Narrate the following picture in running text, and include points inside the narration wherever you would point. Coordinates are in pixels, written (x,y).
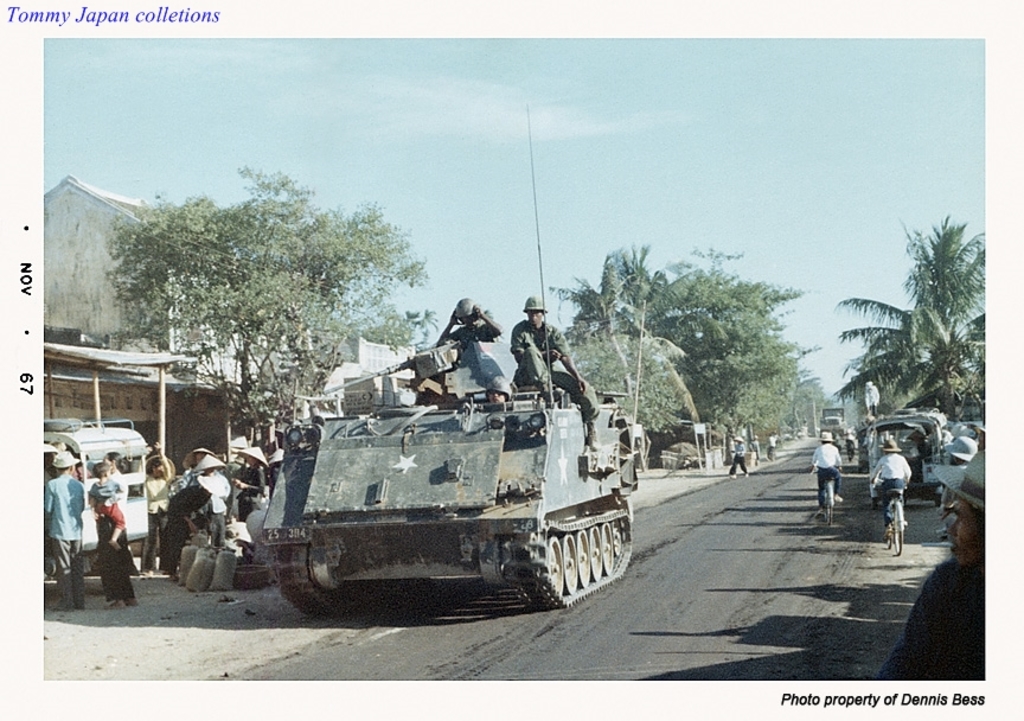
In this image there is a picture (633,601). In the picture (649,610) there is a road (697,569). There are vehicles (840,413) moving on the road (708,510). In the foreground (500,543) there is an armored vehicle (463,573) on the road (466,617). There are people (529,372) sitting on the armored vehicle (476,402). Behind it there are many people (191,500) standing. There are many bags (217,561) on the ground (167,575). In the background (179,328) there are buildings (120,208) and trees (730,393). To the right (884,495) there are people (894,455) riding bicycles (827,484). At the top (556,137) there is the sky (501,148). In the bottom right (934,702) there is text (864,704) below the picture (122,101). In the top left (116,12) there is text (135,12) above the picture (59,61).
